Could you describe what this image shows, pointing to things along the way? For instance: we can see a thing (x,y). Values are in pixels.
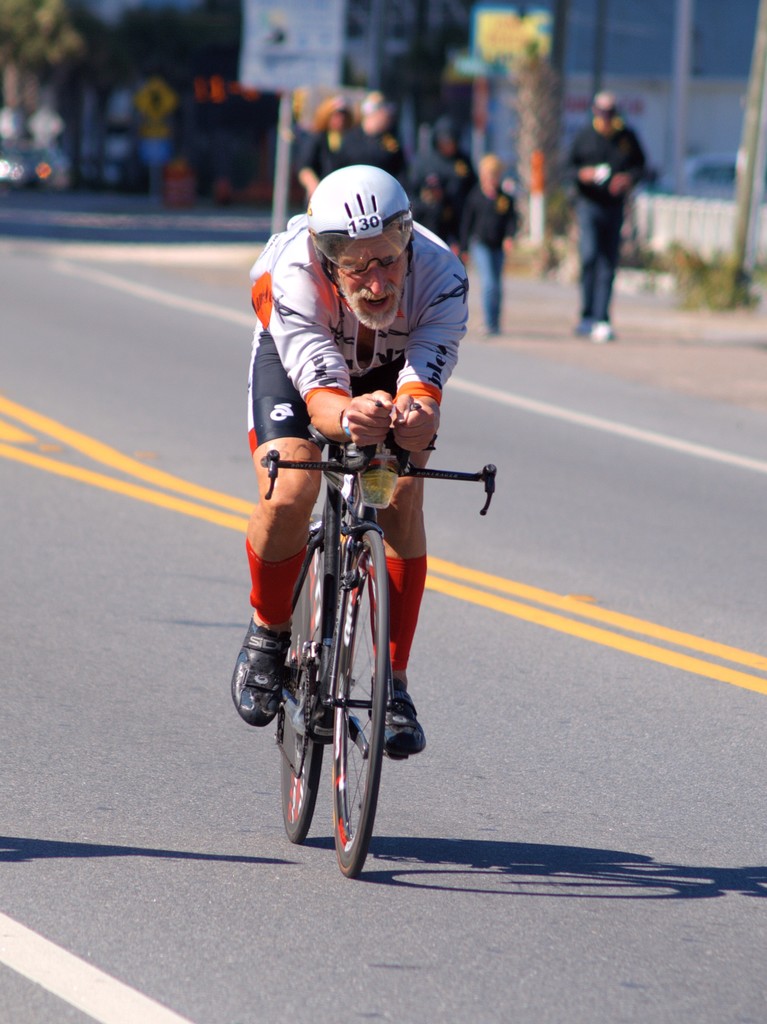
In this picture there is a old man (329,434) riding a bicycle (331,614) wearing a helmet (346,232) on the road (536,643). In the background (547,186), there are some people (487,182) walking and some trees (143,51) here.
